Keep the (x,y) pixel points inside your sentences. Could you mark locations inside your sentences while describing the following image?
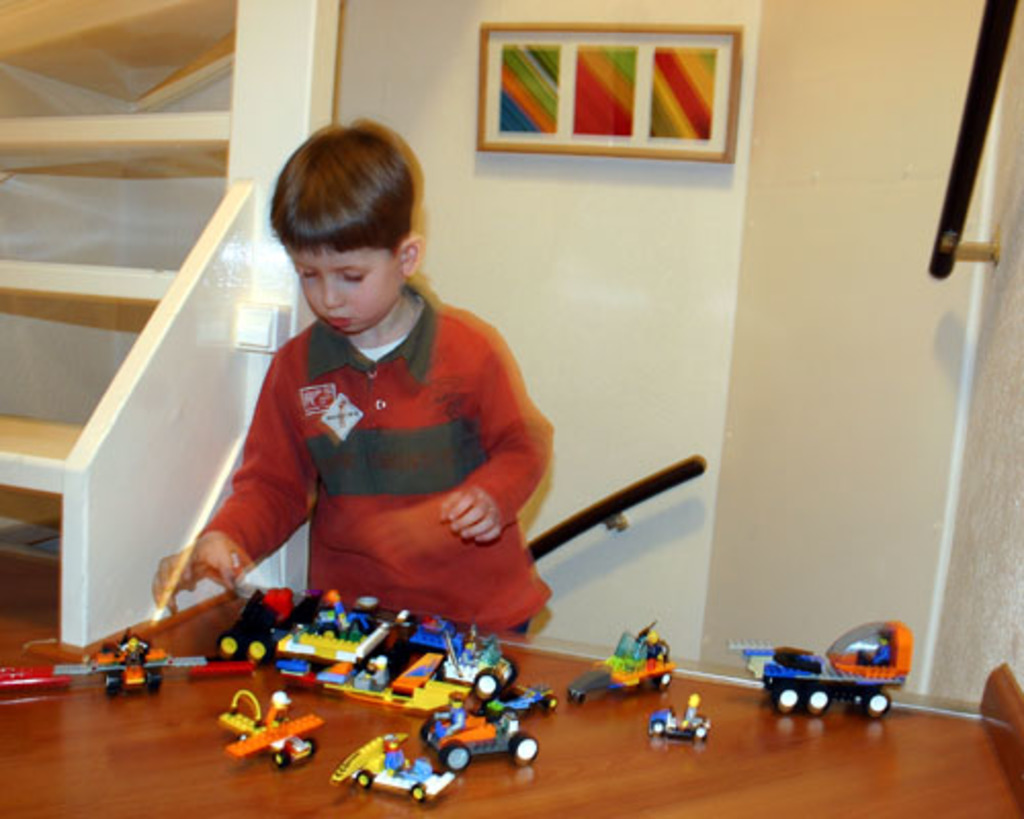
In this picture there is a boy (473,508) standing. In front of him there is a table (543,717) and on it there are many toys (388,686) placed. In the background (641,331) there is wall (654,332) and staircase (98,313). There is a picture frame (591,111) hanging on the wall (551,162).
